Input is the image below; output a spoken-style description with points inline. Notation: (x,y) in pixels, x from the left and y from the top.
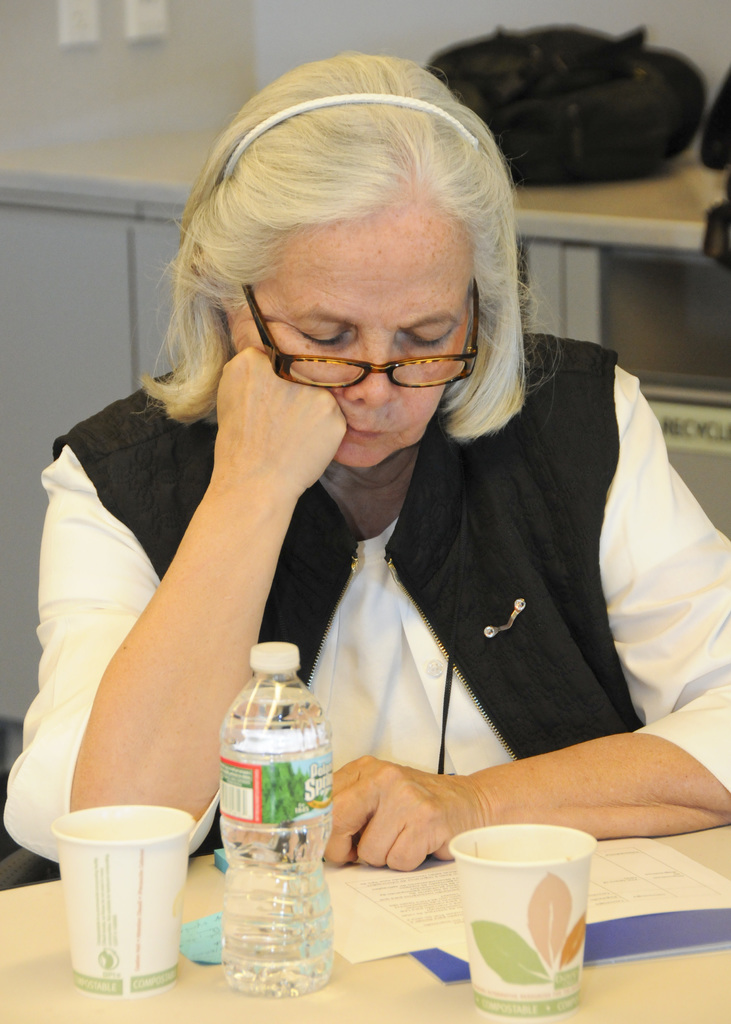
In this picture we can see women (502,636) wore jacket (304,538), spectacle (360,362), hair band (368,101) sitting on chair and in front of her we can see on table (211,1014) glass (170,854), bottle (305,840), papers (340,871) and in background (41,187) we can see racks (597,197), wall (114,59).
